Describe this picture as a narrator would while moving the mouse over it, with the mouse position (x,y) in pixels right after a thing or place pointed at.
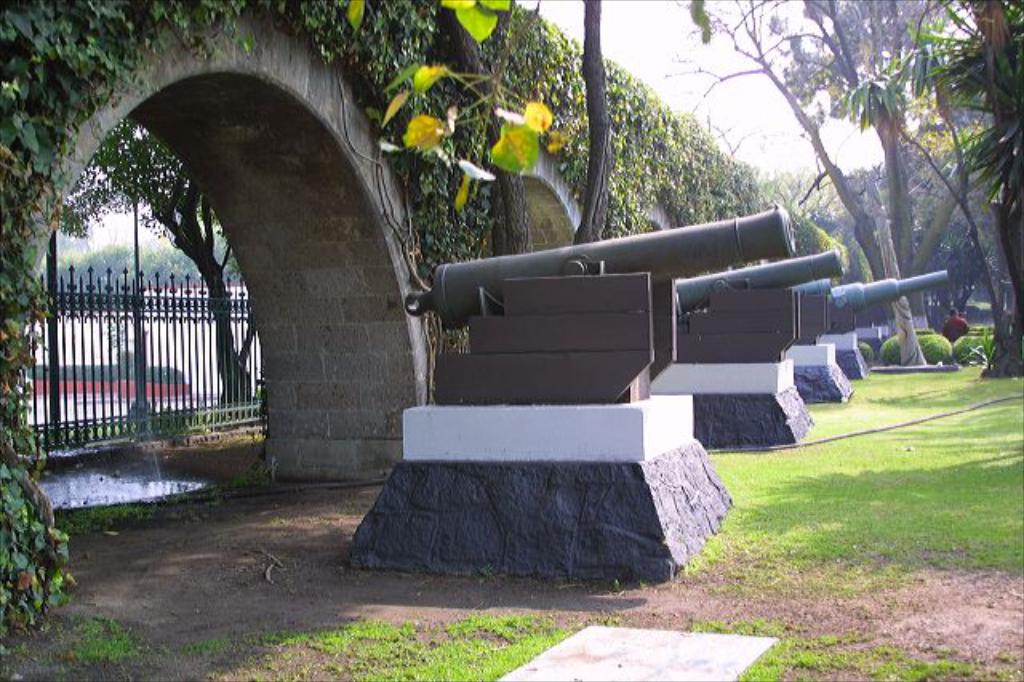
In the picture I can see cannons (816,326), fence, trees (243,380), plants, grass (370,660), water (155,490) and some other things (421,338). In the background (664,59) I can see the sky (664,76).
